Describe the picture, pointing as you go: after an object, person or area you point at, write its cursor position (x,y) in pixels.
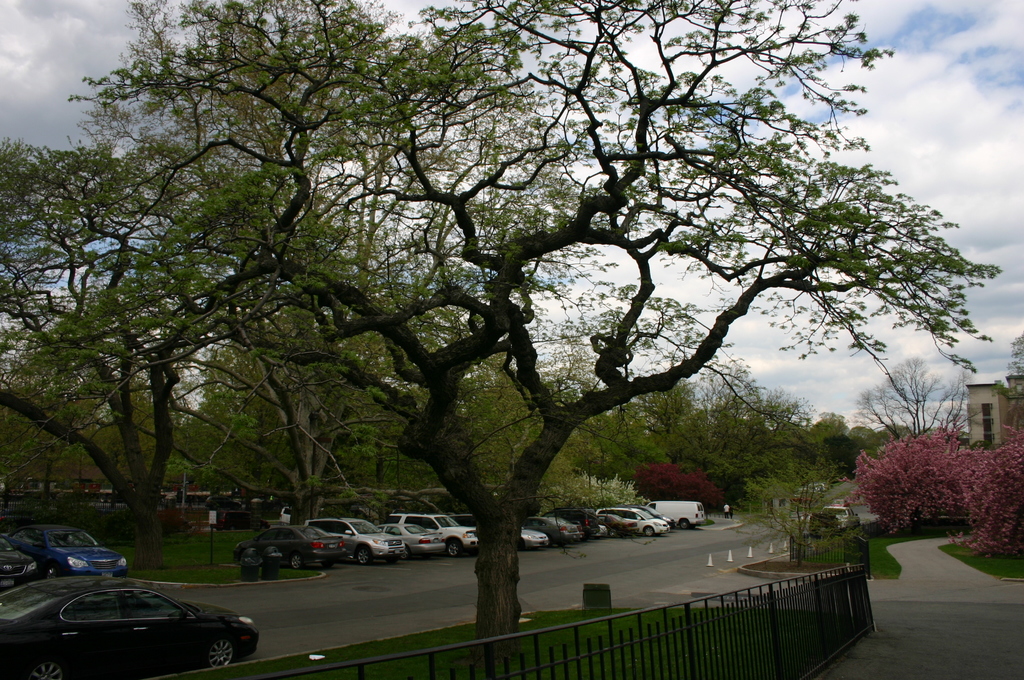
In this picture we can see few vehicles (460,522), trees (383,461), sign boards (212,522) and group of people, at the bottom of the image (778,606) we can find fence (754,610), in the background (981,397) we can see flowers (967,452) and a building (1003,413).
